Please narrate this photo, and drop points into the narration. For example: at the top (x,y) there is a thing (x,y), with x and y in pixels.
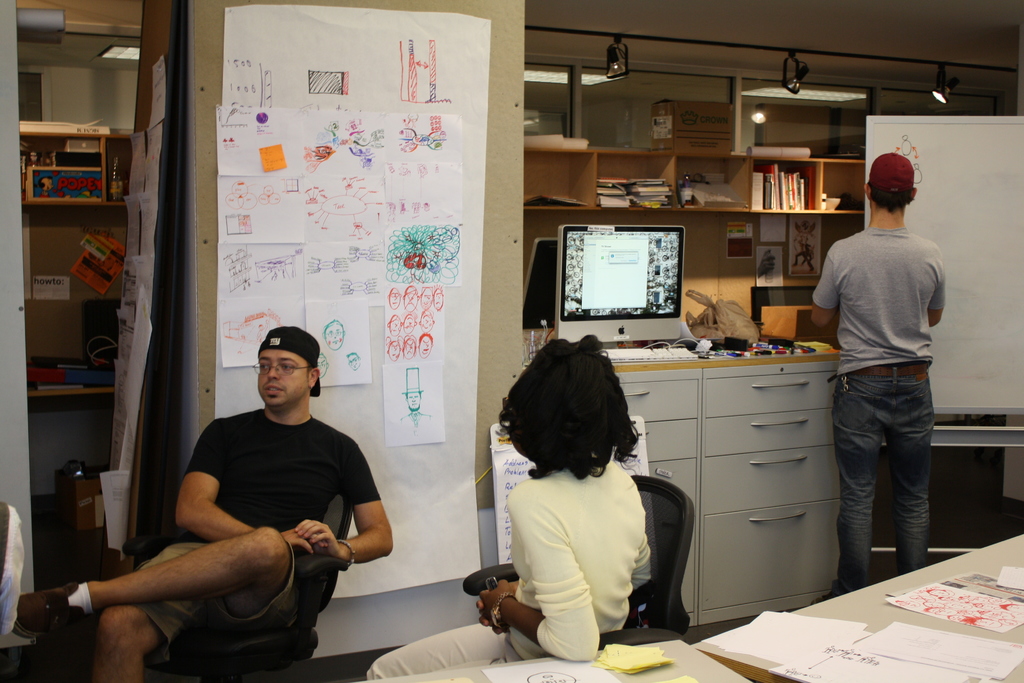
In the foreground (553,535) I can see two persons (202,550) are sitting on the chairs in front of a table (876,616) on which some papers (883,639) are there. In the background (846,332) I can see a wall (620,91), paintings (428,125), system (634,334) on a table (696,367), shelves (650,175) in which books (794,202), some objects (703,119) are placed and a person (864,418) is standing on the floor (878,499). This image is taken may be in a hall (971,460).
